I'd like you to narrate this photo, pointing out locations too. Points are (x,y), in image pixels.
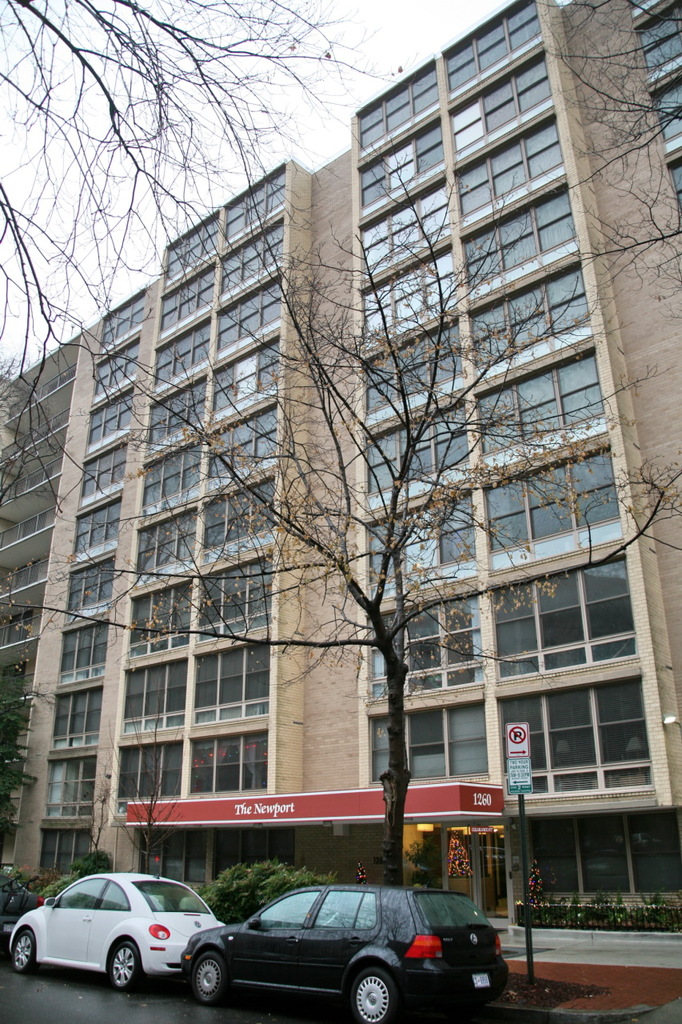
There are two cars (142,954) parked on the road (152,1000) at the bottom of this image (136,980). There are some trees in the background (255,895). There is a building (246,774) as we can see in the middle of this image (349,652). There is a sky (216,132) at the top of this image (309,146).
